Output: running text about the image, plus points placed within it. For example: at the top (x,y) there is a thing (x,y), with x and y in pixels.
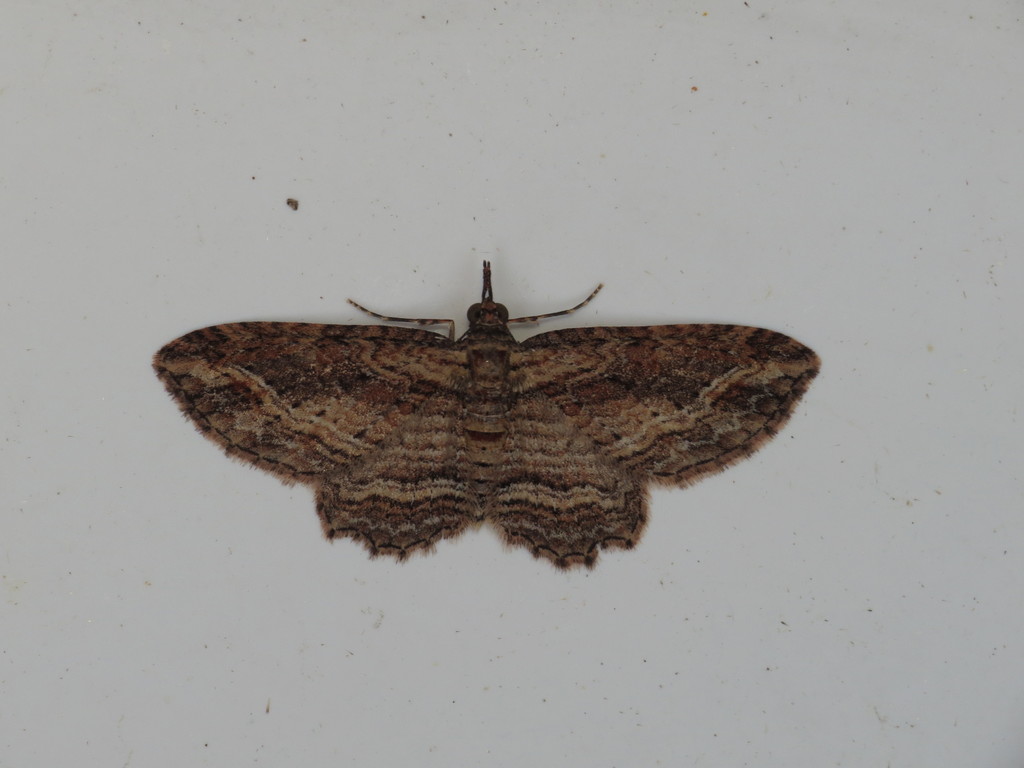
In this image I can see there is an insect (554,481) in the middle (622,322) and there is a plain background (17,733).
